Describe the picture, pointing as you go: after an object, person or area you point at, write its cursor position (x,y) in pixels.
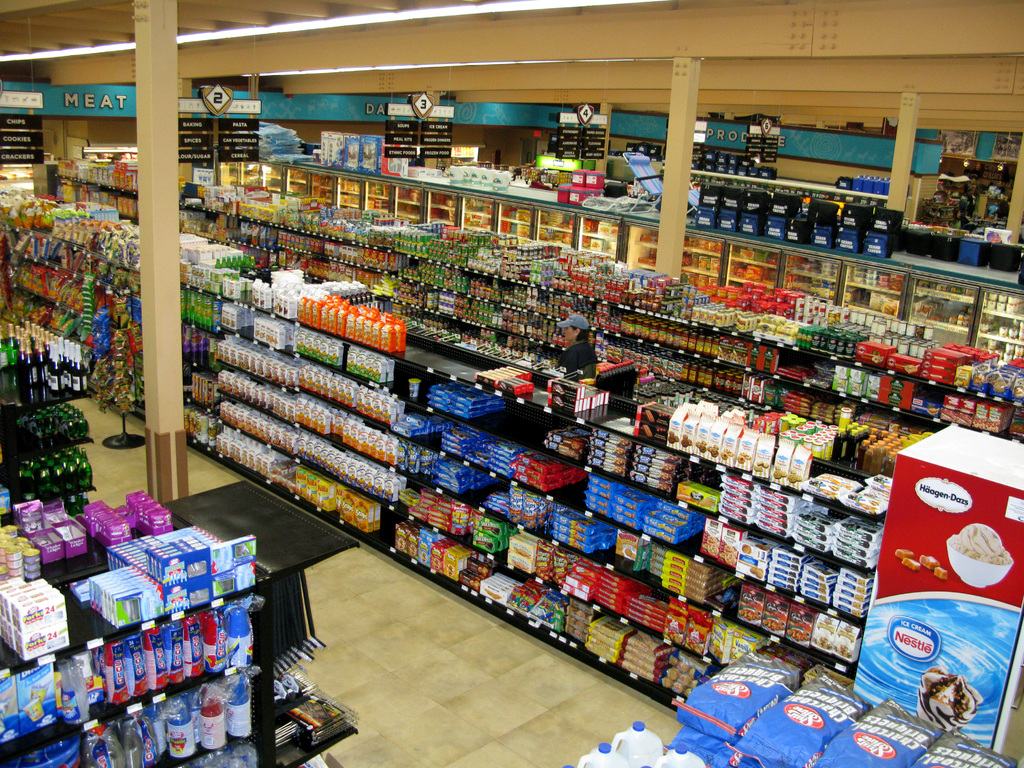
In this picture we can see shopping mall (443,313) where in between the floor (519,729) we have pillars (161,125) and racks (415,361) full of items (501,471) such as cleaning items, soaps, bottles (48,383) and in background (238,117) we can see counter numbers (587,111).
